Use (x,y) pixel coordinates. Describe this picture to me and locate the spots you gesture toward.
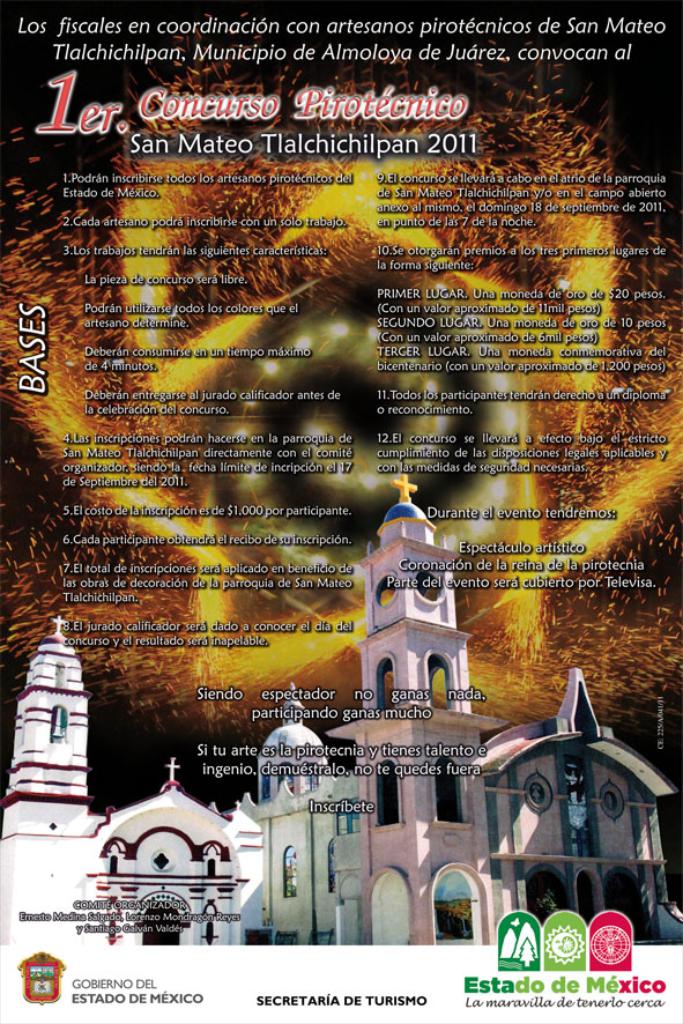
In this image I can see few buildings (350,911), watermarks (662,987) and I can also see something is written at many places. I can also see black colour in background (317,525).
